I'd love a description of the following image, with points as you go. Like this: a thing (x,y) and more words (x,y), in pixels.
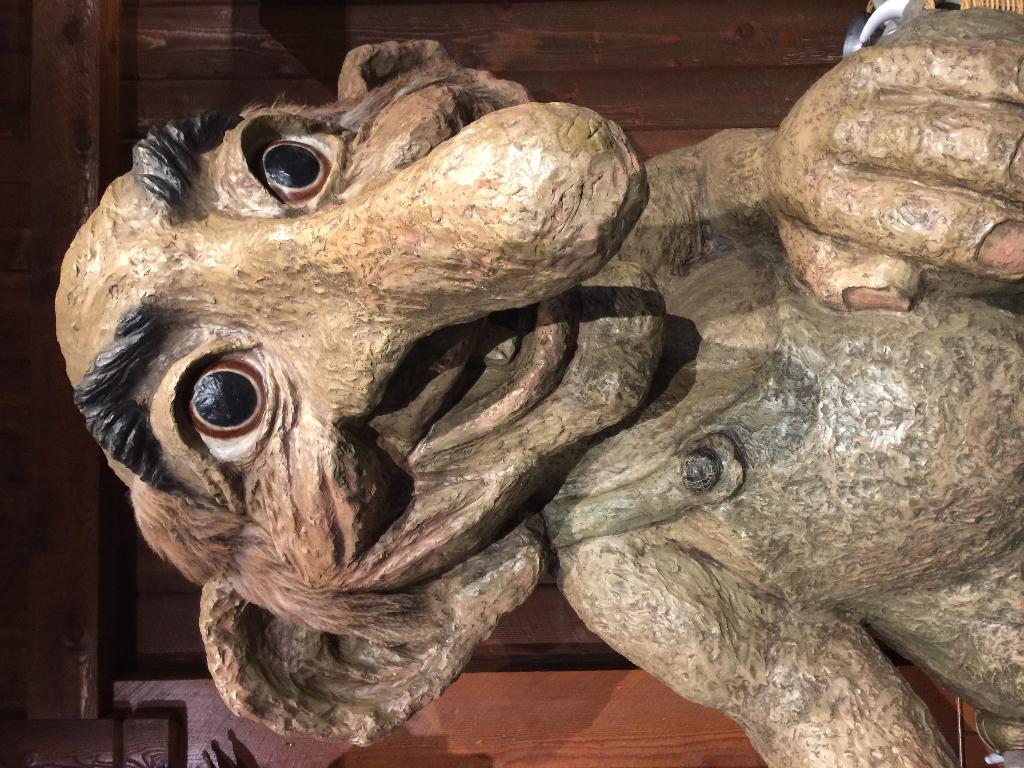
In this picture we can see statue (504,436) which looks like a troll (636,418). In the back (614,680) we can see wooden wall (559,635). On the bottom (524,759) there is a wall (537,760).
